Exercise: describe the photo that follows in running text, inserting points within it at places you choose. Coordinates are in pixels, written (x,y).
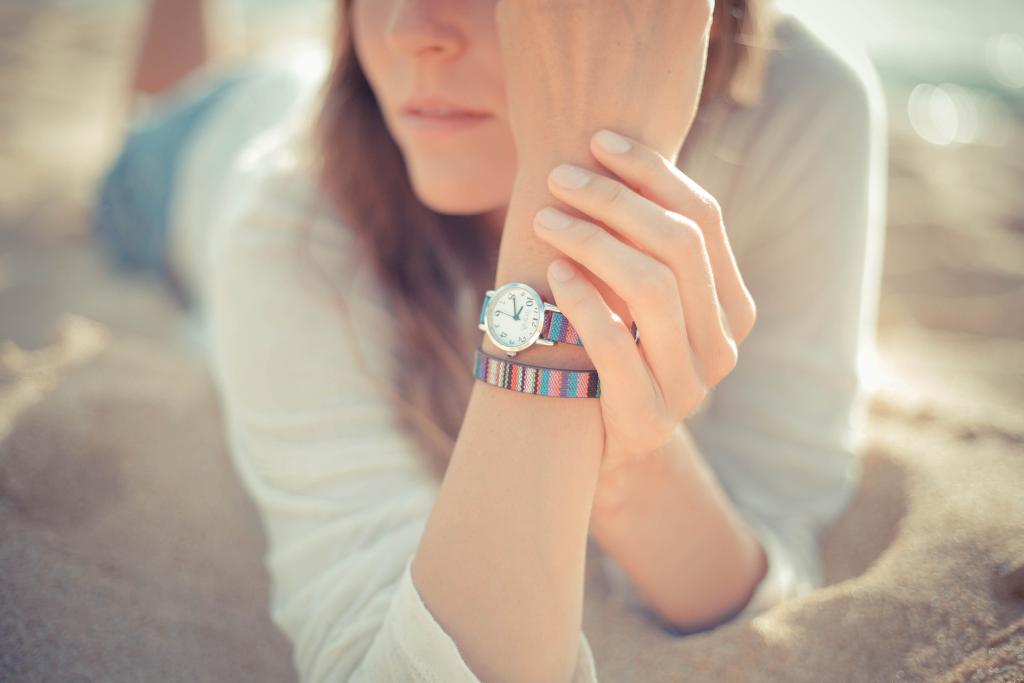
In this picture there is a woman (517,246) who is lying on the sand (735,637). She is wearing t-shirt (265,190), short (165,168), band (542,391) and watch (526,317).
